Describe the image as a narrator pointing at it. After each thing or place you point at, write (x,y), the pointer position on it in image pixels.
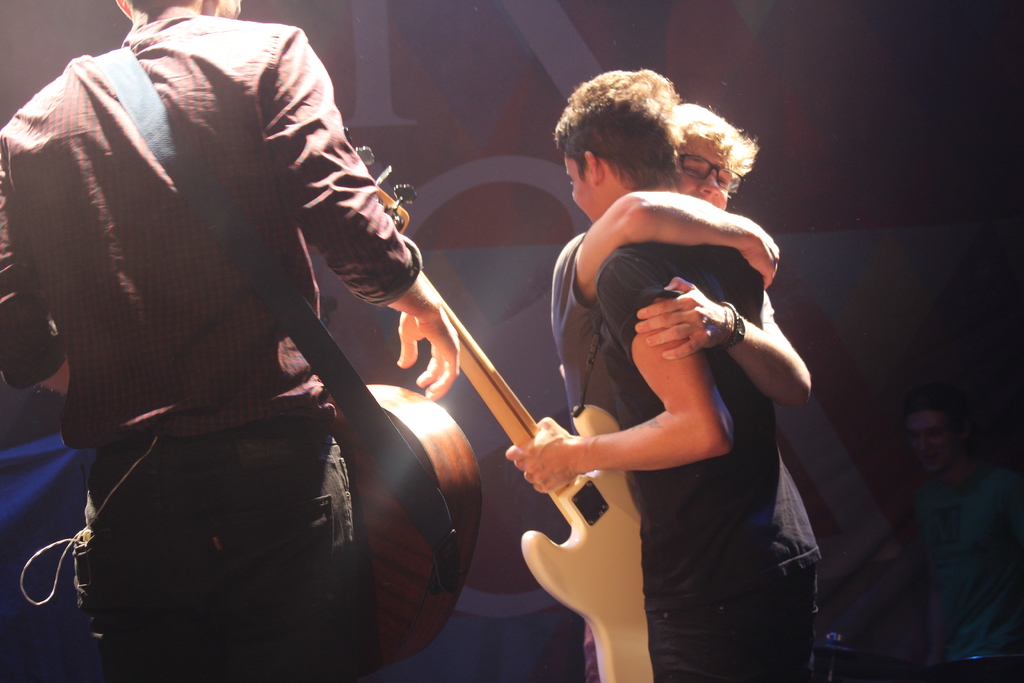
In this image there are group of people (989,557). In the center (623,310) two persons (638,332) are hugging each other and one person (691,433) is holding a musical instrument (608,537). At the right side (968,516) the person (982,542) wearing a green t-shirt (985,547) is smiling and left side (179,245) the person (157,279) wearing a red shirt (164,318) is holding musical instrument (429,439).
